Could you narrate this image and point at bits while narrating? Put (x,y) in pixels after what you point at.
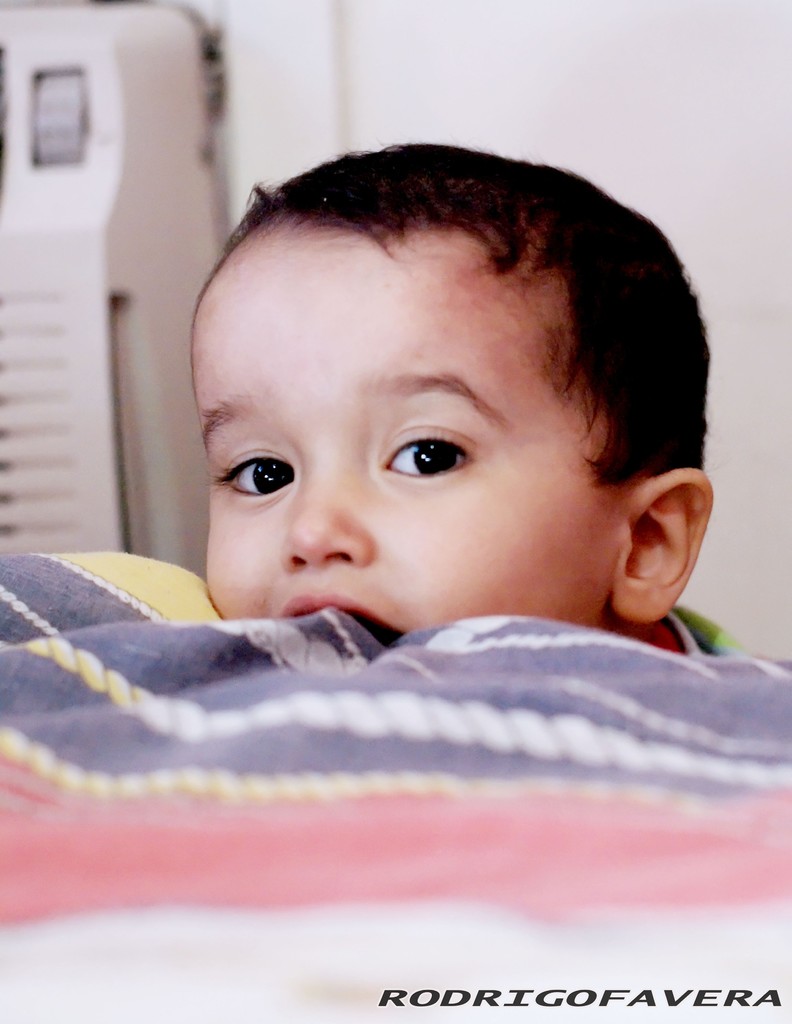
This is an edited picture. In this image there is a boy (571,442). In the foreground (86,688) there is a cloth (267,779). At the back (111,46) it looks like a cooler (131,100) and there is a wall (556,123). At the bottom right (652,1002) there is text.
